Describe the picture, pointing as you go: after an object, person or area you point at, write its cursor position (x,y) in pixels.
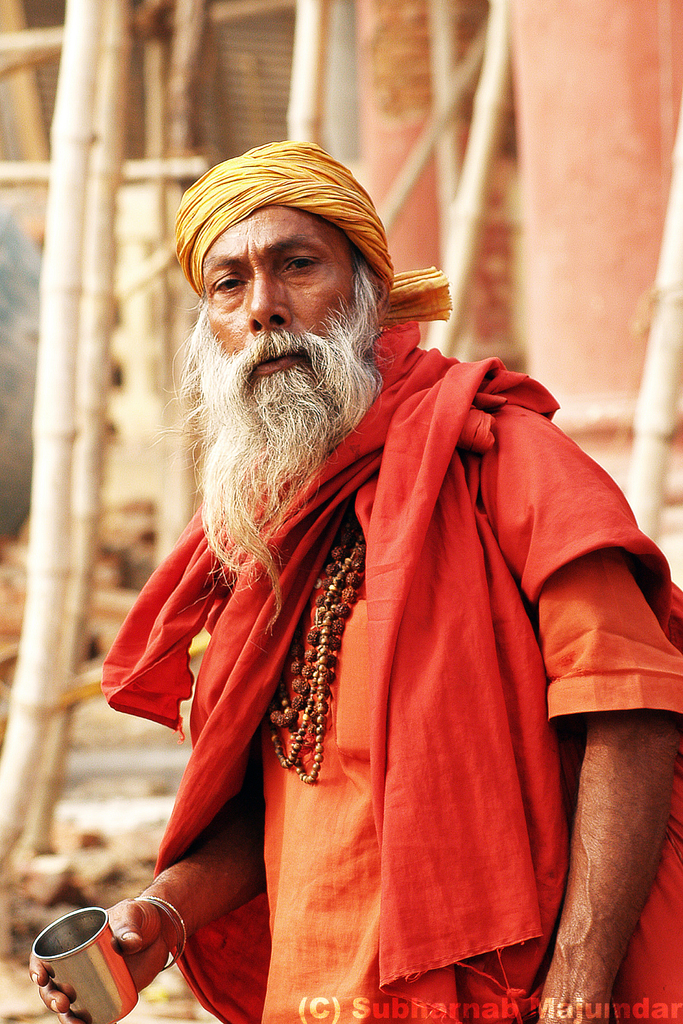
In this image I can see the person (423,740) and the person (440,732) is wearing orange color dress (344,839) and holding the glass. In the background (440,152) I can see few wooden sticks (392,191).
